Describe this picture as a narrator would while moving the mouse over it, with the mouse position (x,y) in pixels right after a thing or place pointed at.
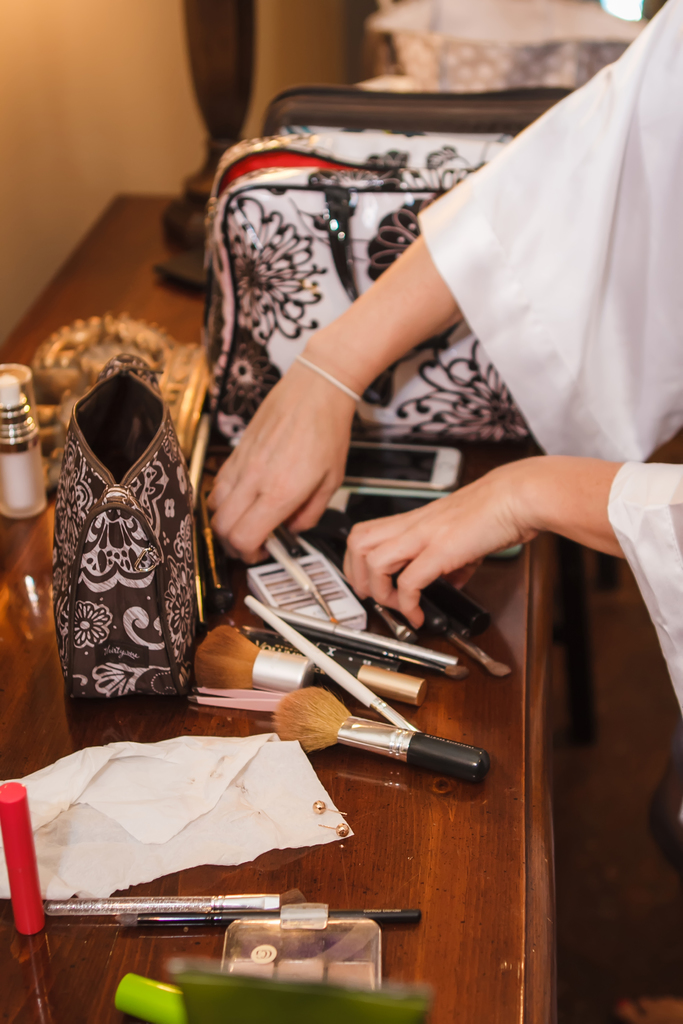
There are few makeup brushes (349,676) and some other objects (118,365) on the table (134,311) and there is a person (562,315) in the right corner (583,419).
